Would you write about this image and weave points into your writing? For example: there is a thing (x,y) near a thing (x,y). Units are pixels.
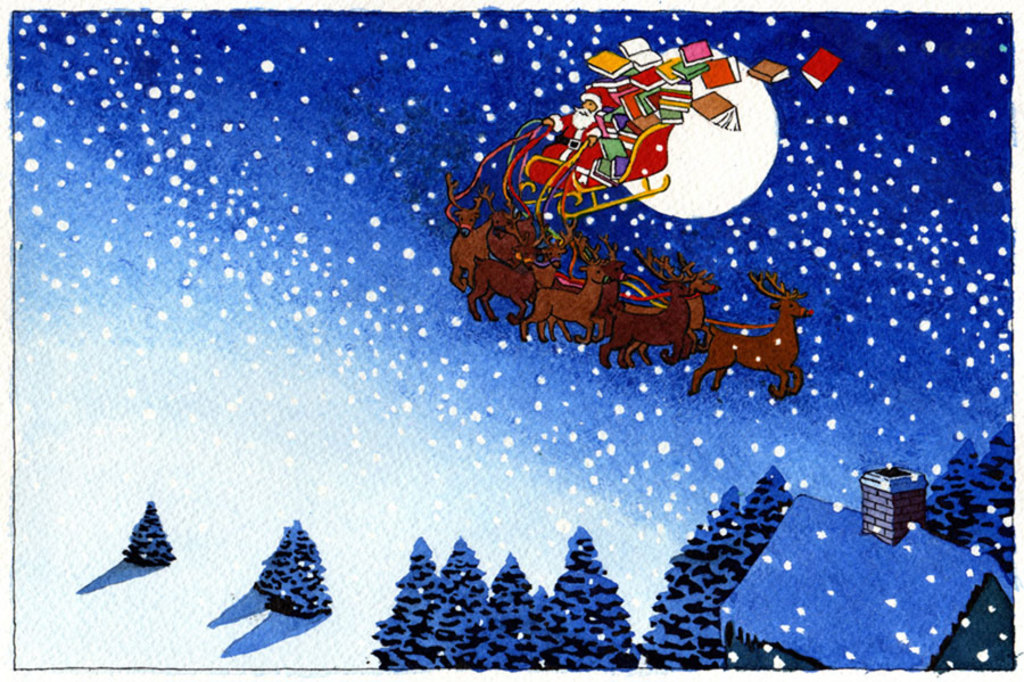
In this image I can see the digital art of a building (824,605), few trees (616,587), snow (236,489), a Santa Claus (556,121) sitting in a cart (629,155) which is red in color tied to the deer (602,294) which are brown in color and in the cart (640,140) I can see few objects (678,81). In the background (473,70) I can see the sky (473,88) and the moon (755,172) which is white in color.
